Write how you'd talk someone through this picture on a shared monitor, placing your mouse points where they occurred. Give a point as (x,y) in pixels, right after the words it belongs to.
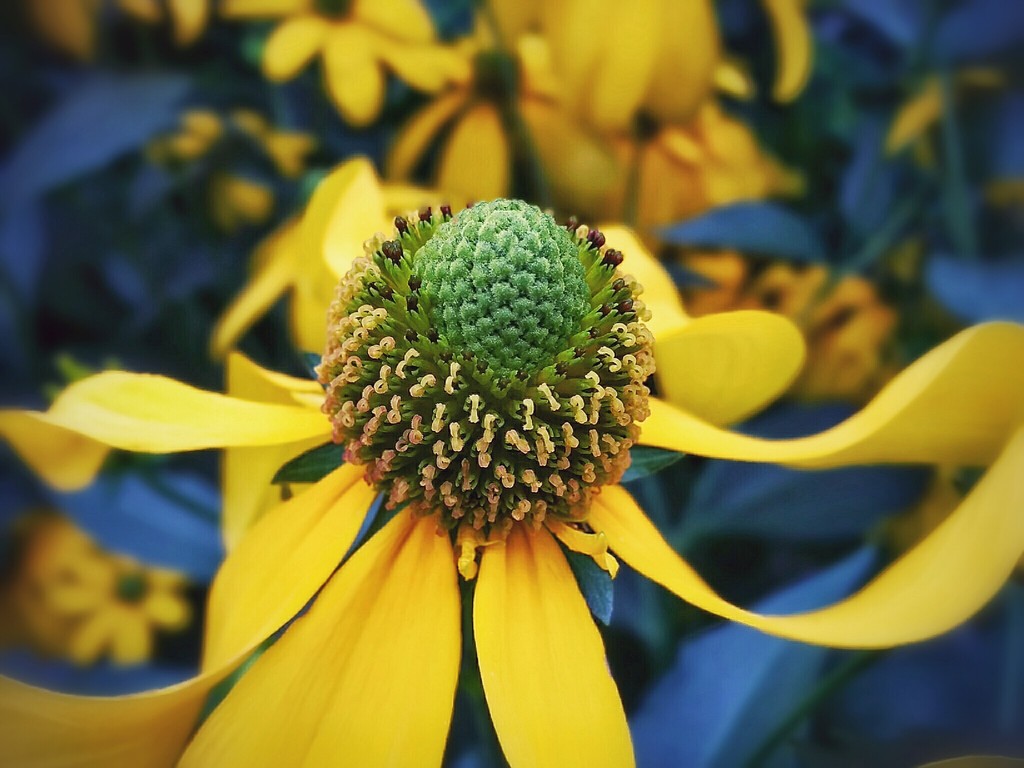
In this picture I can see there is a flower (402,567) and it has few yellow petals (686,409) and the backdrop (360,5) is blurred and it looks like there are few more flowers (632,54) in the backdrop (551,90).
